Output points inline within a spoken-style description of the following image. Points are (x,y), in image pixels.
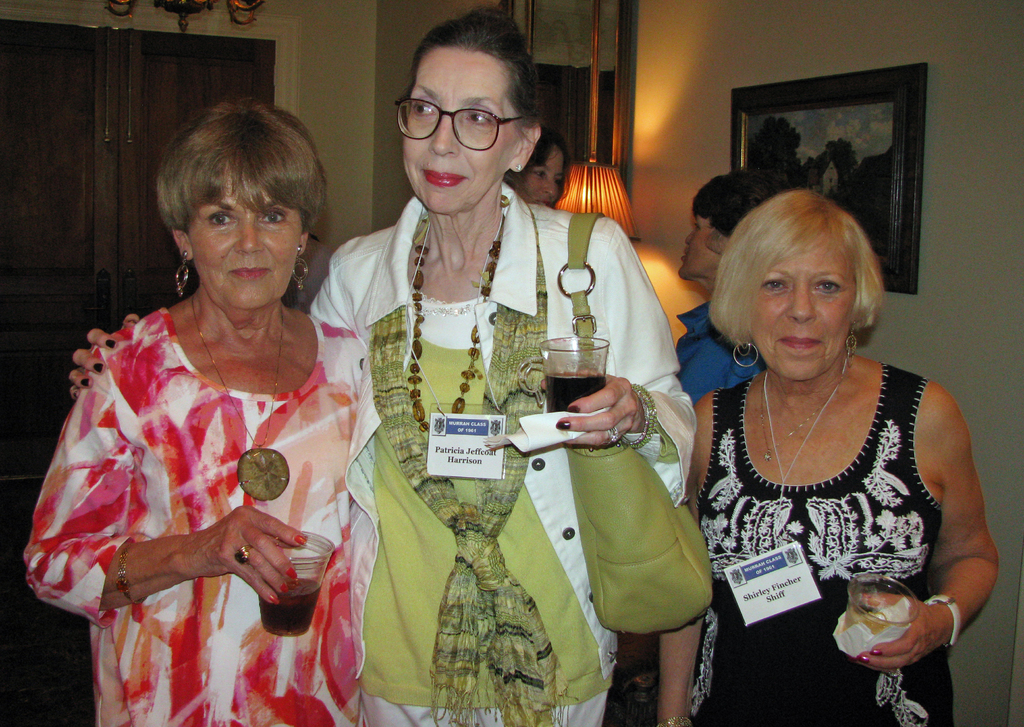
In this picture we can see there are five persons (461,380) standing and there are three persons (380,493) holding the glasses (547,346). Behind the people (357,307) there is a door (63,176) and a lamp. There is a photo frame (869,156) on the wall (944,191).
